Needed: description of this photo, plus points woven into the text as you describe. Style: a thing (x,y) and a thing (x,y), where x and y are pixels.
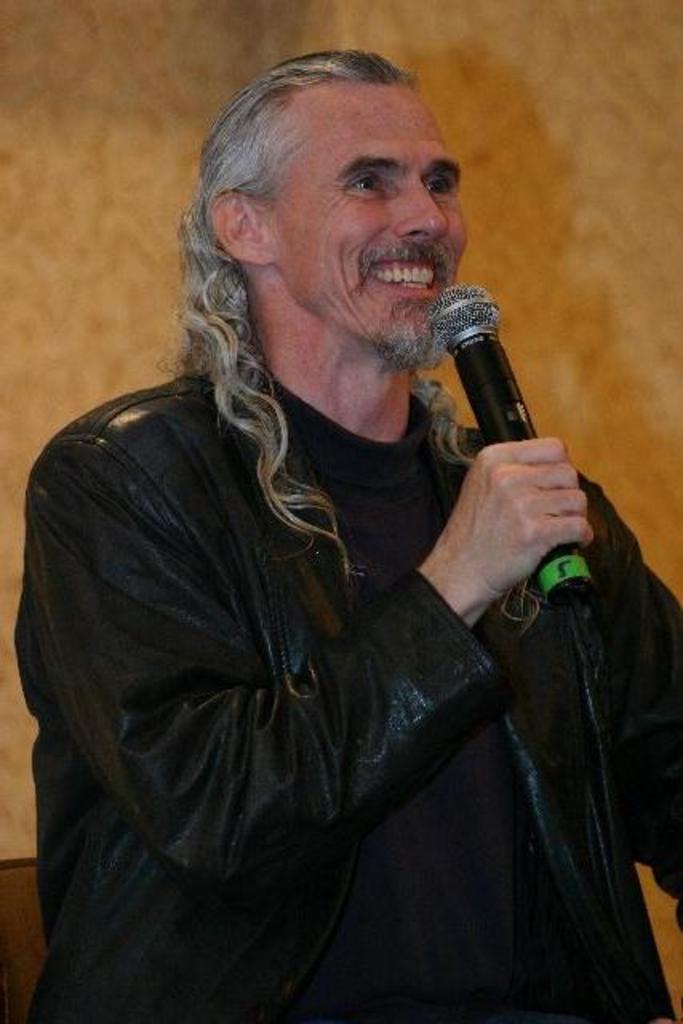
In this image, we can see a man (326,563) wearing a black color dress (318,712) and holding a microphone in his hand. In the background (509,115), we can see orange color.
